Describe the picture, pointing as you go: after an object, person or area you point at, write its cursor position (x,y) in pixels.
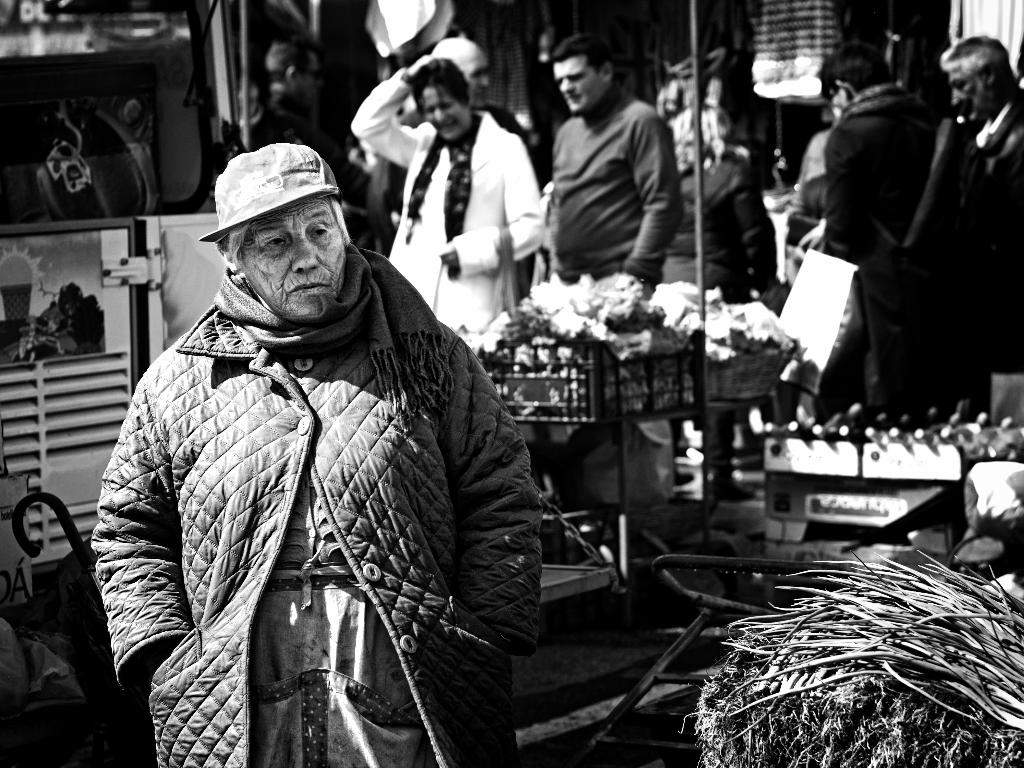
This is a black and white picture. I can see group of people (168,371) standing, there is a vehicle (35,101) and there are some objects (686,411).
